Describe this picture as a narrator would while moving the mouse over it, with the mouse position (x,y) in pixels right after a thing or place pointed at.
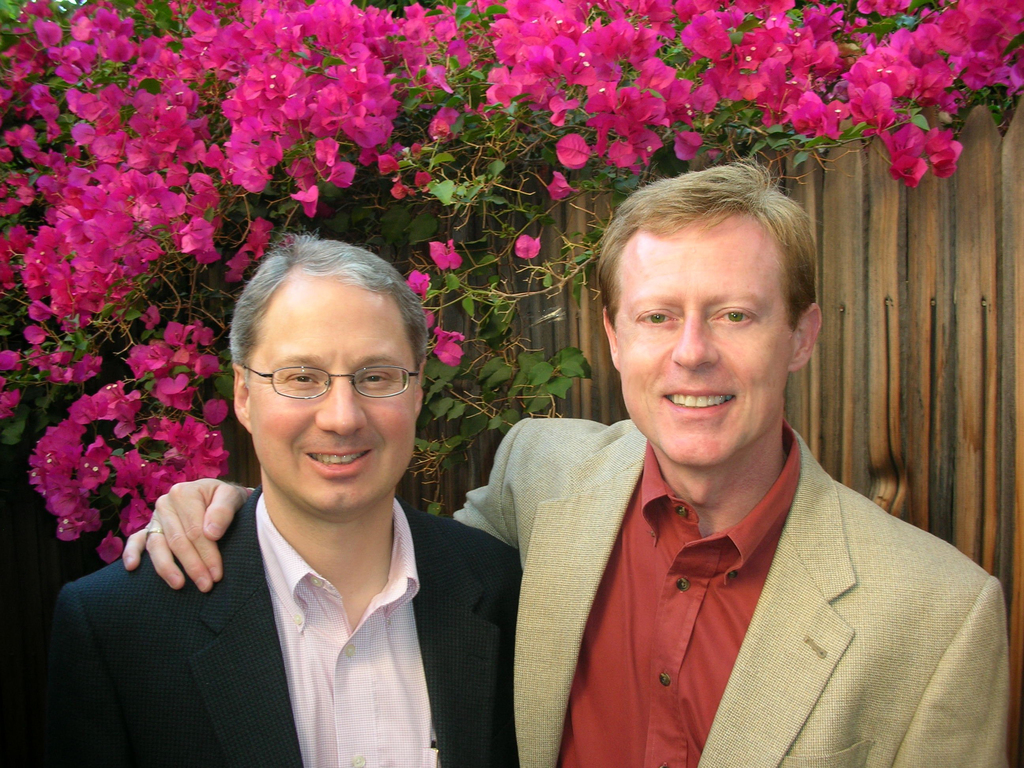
In this picture we can see two men (360,649) standing here, they wore suits (538,685), in the background (436,138) we can see flowers (433,121) and leaves (415,91), we can see a wooden fence (946,315) here.
